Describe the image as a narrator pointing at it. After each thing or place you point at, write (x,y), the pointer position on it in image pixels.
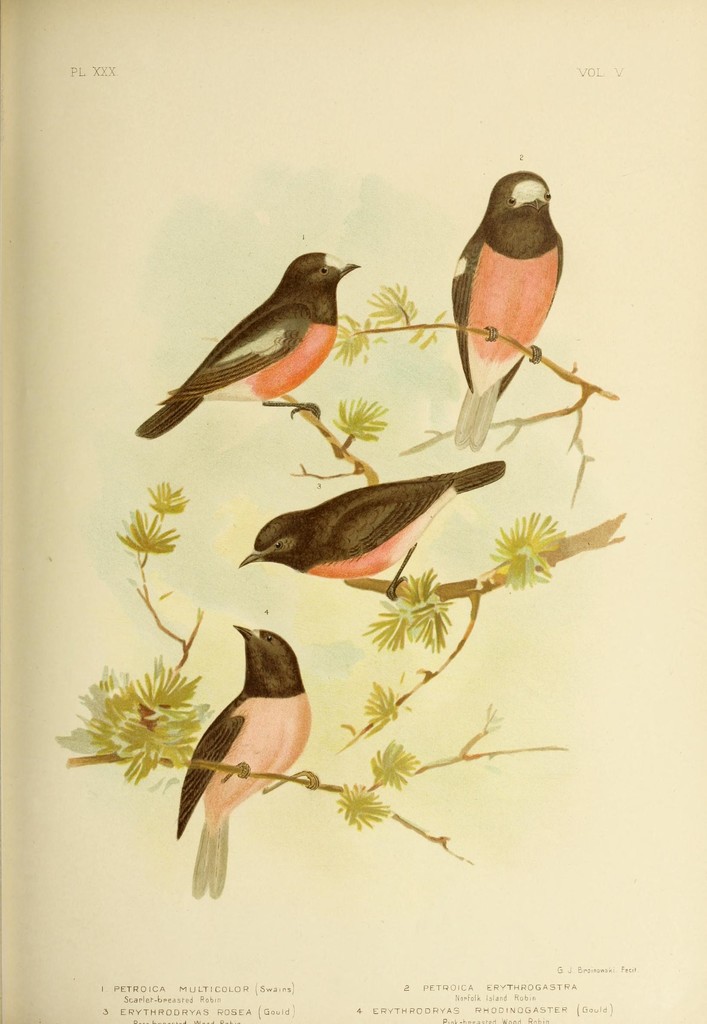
In this image I can see some bird (516,225) sitting on the branch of a tree (118,741).
